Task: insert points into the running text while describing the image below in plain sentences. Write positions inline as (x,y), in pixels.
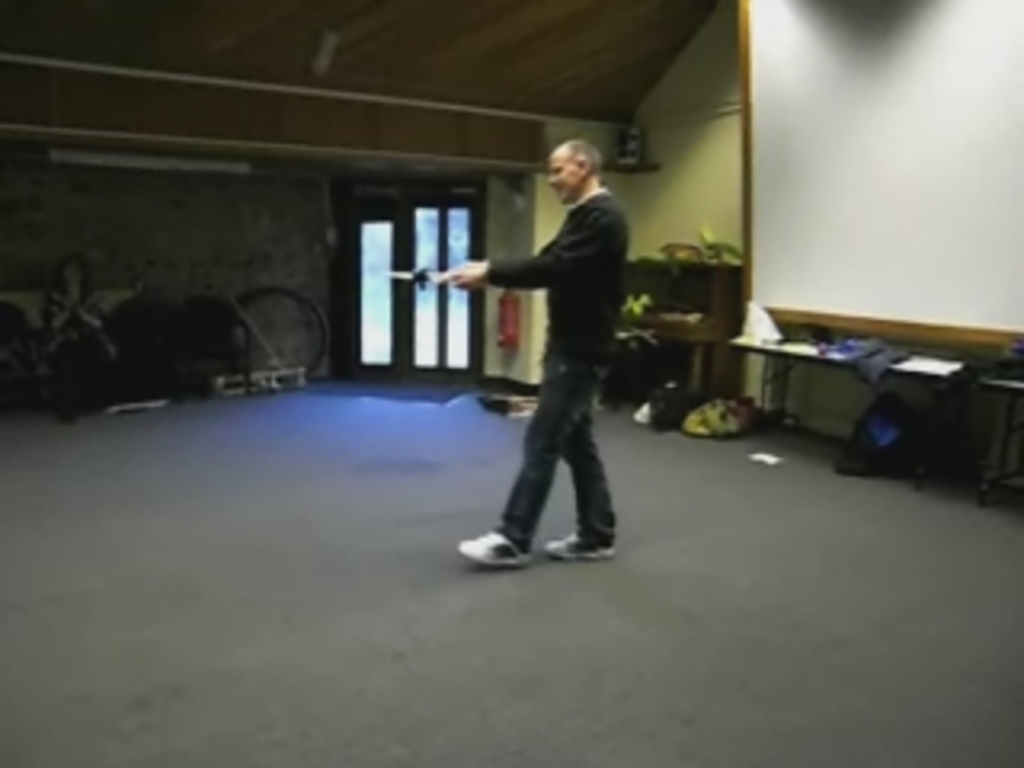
In this image we can see a man (591,301) standing and holding an object (436,277), in the background (860,246) there is a white color board (824,212), table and some objects (653,304).
